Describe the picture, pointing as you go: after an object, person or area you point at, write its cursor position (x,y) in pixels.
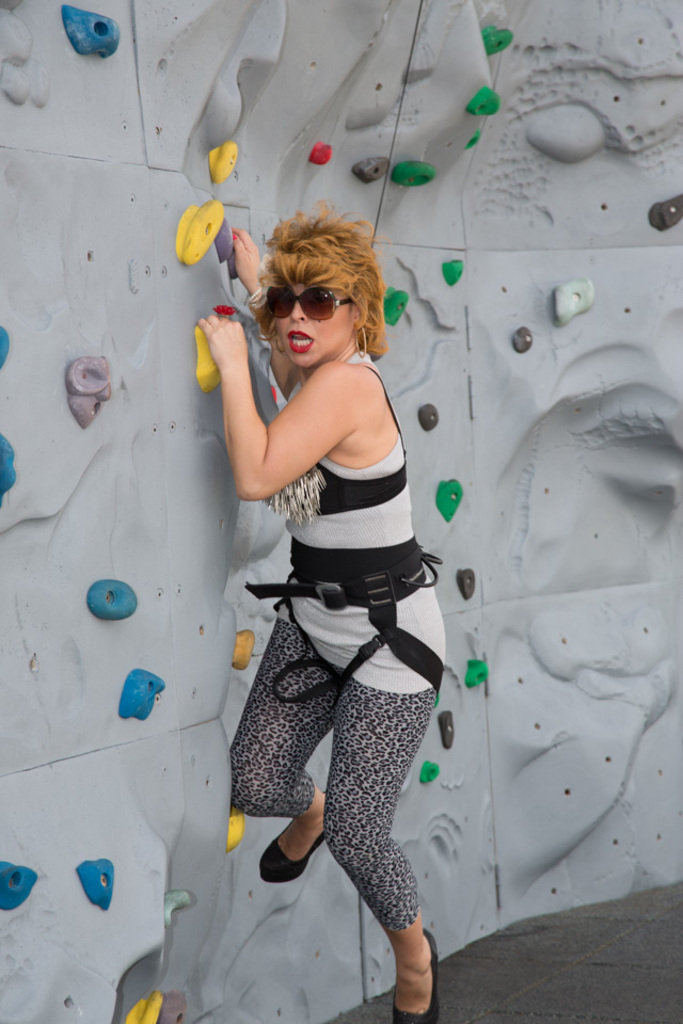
In this image there is a woman (330,616), there is a rope (403,88) towards the top of the image (398,123), at the background of the image (377,213) there is a wall (542,443), there are objects (398,177) on the wall (476,413).
